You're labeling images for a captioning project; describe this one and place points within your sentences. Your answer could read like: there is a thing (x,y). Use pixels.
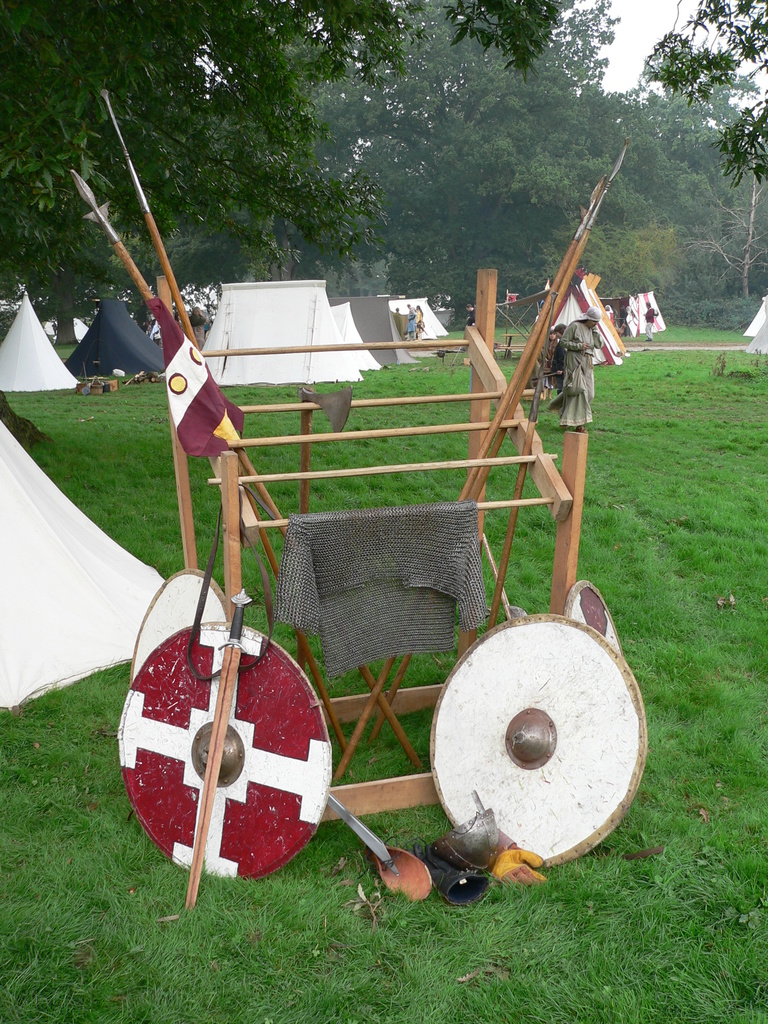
In this image there are tents (38,361) on the ground (123,500). There is grass (621,491) on the ground (204,479). In the foreground (365,475) there is a wooden object (227,459). Near to it there are swords (222,726), shields (282,728) and clothes (290,520). In the background (386,112) there are trees (597,91). At the top (637,45) there is the sky (637,45).
